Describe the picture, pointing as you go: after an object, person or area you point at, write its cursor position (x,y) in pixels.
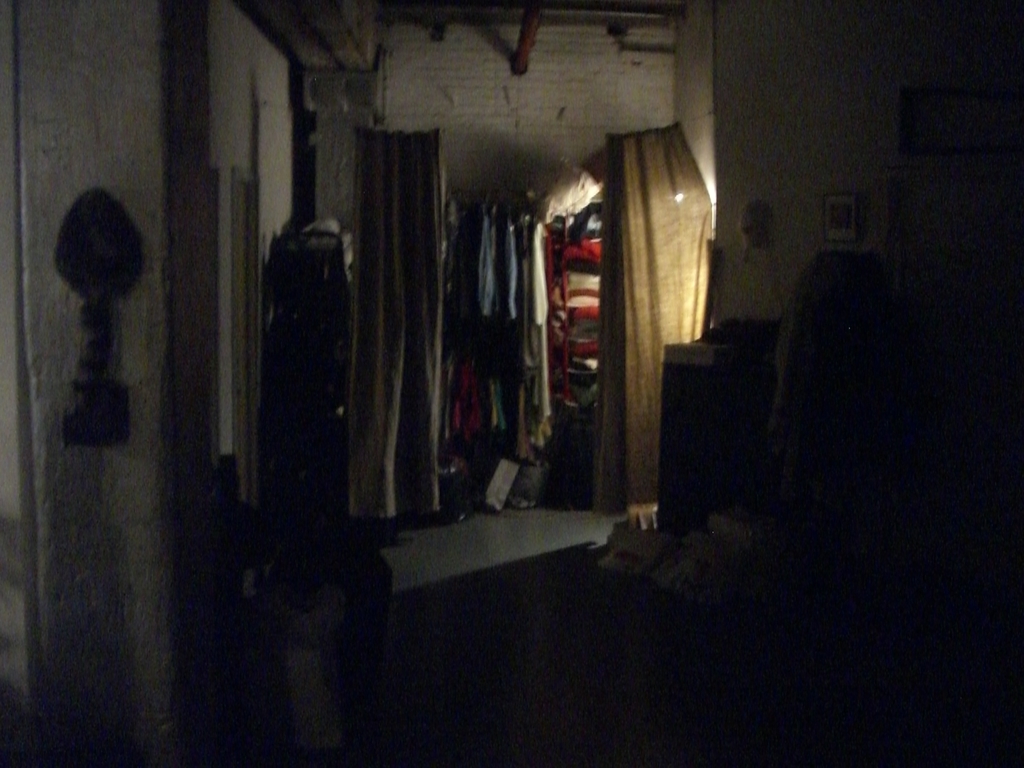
This image is taken indoors. This image is a little dark. In the background (478,97) there are a few walls (270,160). There are a few clothes (568,368) and there are a few objects (524,481).
